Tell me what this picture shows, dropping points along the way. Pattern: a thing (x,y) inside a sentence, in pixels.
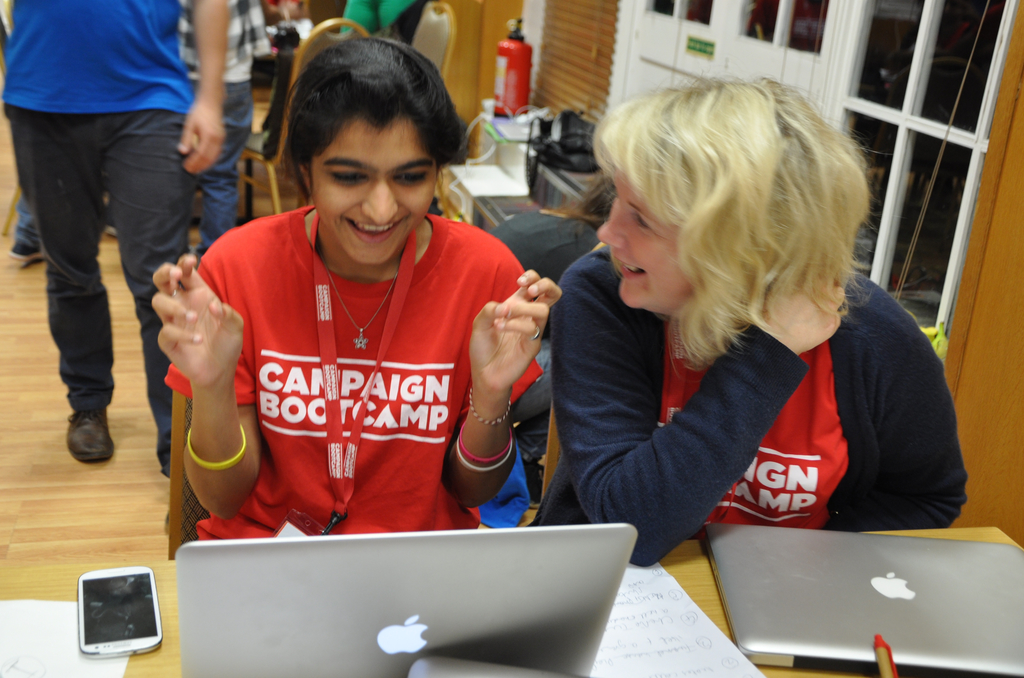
There is a lady (387,339) with red color t-shirt (423,332) is sitting on a chair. She is smiling. Beside her there is another lady (619,393) with blue color jacket (631,424) is sitting and she is smiling. In front of them there is a table (676,559). On the table (688,562) there are laptops (563,615), paper (638,621), mobile phone (138,605). In the background (95,131) there is a person (78,72) walking. There are some chairs (423,28), fire extinguisher (526,62), window (843,79), black color bag (557,138).
